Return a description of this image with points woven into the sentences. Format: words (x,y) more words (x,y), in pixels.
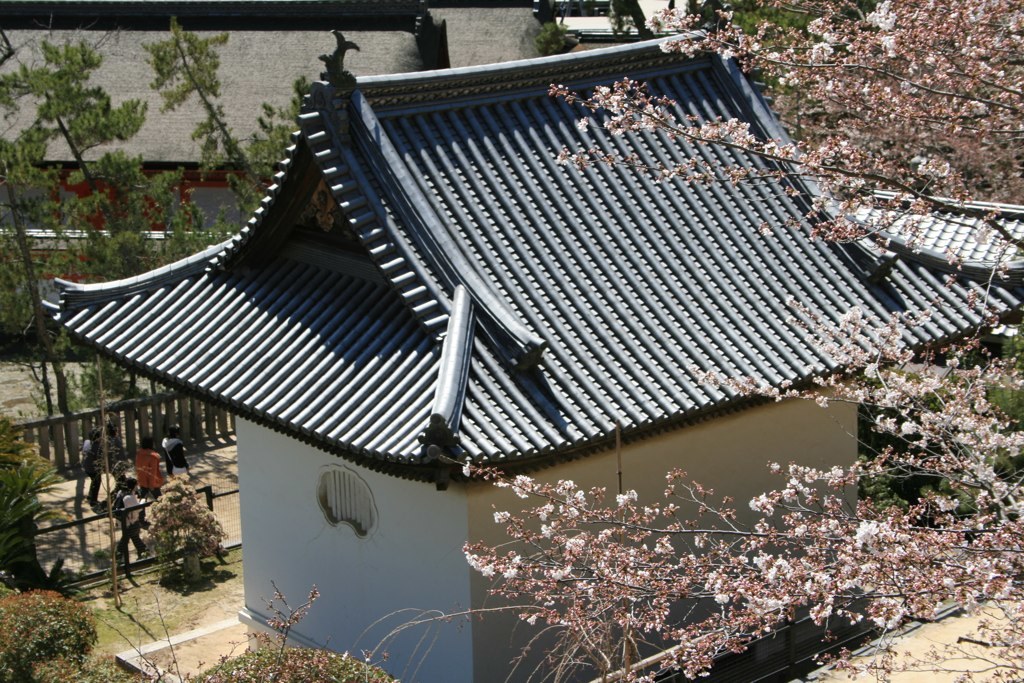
This image is clicked from a top view. There are houses (416,130) and trees (914,109) in the image. To the left (58,529) there is a railing (57,445) around the houses (356,580). In the between the railings (46,537) there is a path (79,475). There are people (139,469) walking on the path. On the other side of the railing (71,584) there are plants (79,622) and grass (143,632) on the ground (172,663).
